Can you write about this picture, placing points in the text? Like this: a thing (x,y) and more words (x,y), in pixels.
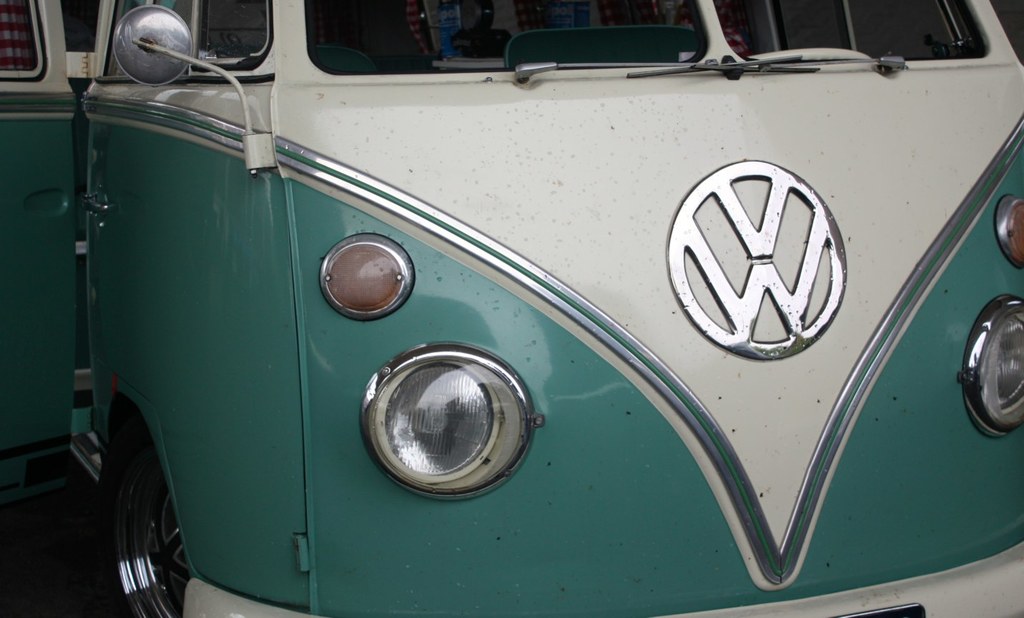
In this picture, we see the front part of the vehicle (285,197), which is in white and blue color. On the left side (204,42), we see the door of a vehicle (33,229) and we even see a mirror (243,99) and a wheel (145,477). In the middle (679,236), we see the emblem of a vehicle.
